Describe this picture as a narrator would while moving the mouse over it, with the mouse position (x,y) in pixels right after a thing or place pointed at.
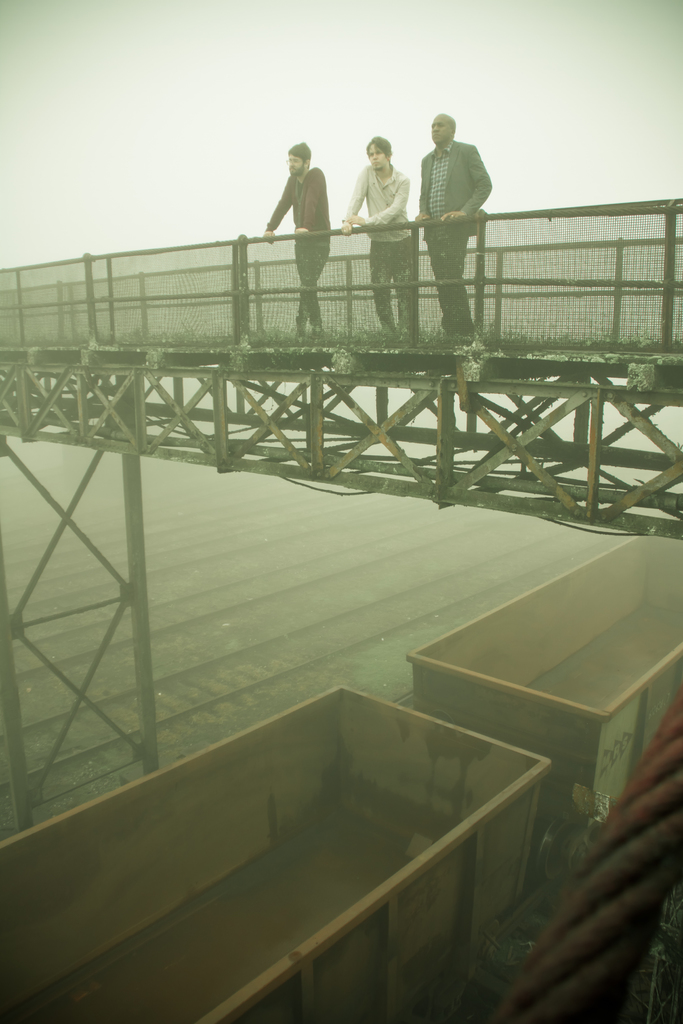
In this image three persons (455,202) are standing on a bridge (284,306). There is boundaries (107,294) on both sides of the bridge (193,336). In the bottom (261,709) there are tracks (242,679). On the track (223,608) there is a train (465,757).
